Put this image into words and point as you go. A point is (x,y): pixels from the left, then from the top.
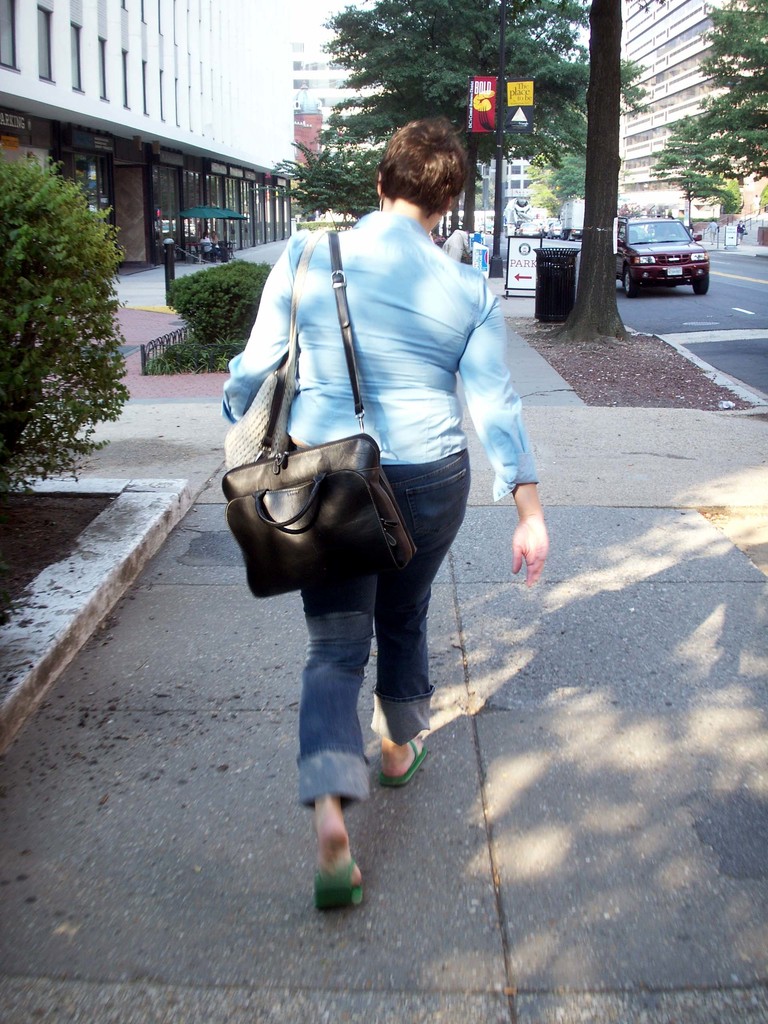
A woman (428,130) is walking on footpath (368,733) with a bag (324,476).
